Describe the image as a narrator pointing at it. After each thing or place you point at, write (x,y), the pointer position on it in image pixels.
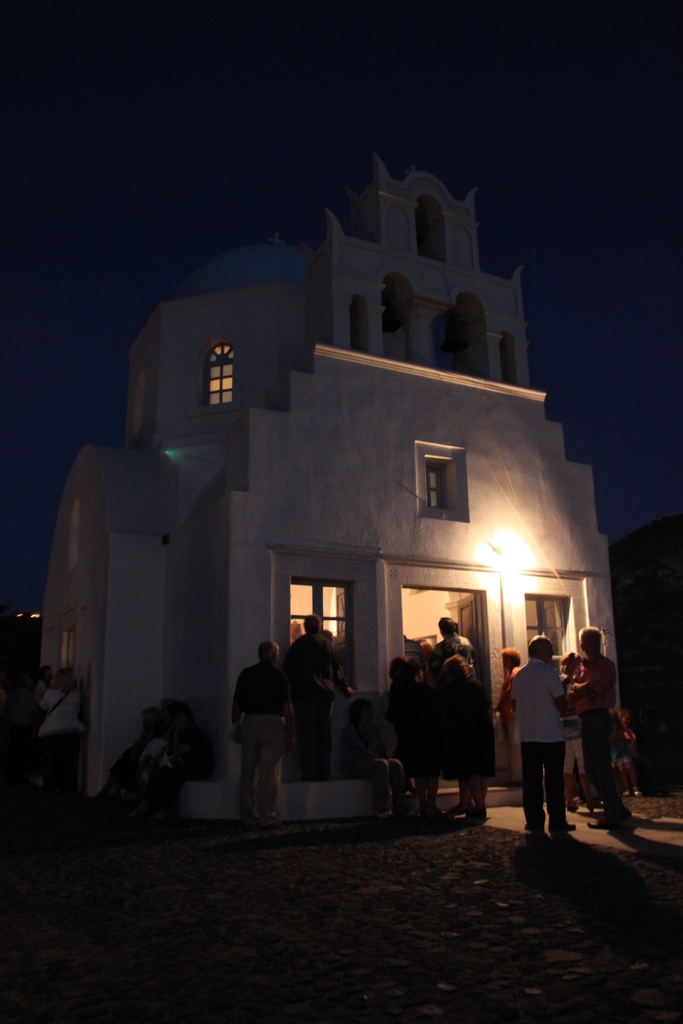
In this image we can see the building (395,511) and glass windows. Here we can see a few people (336,668) standing outside of a church (198,320). This is a dark sky (202,143).
